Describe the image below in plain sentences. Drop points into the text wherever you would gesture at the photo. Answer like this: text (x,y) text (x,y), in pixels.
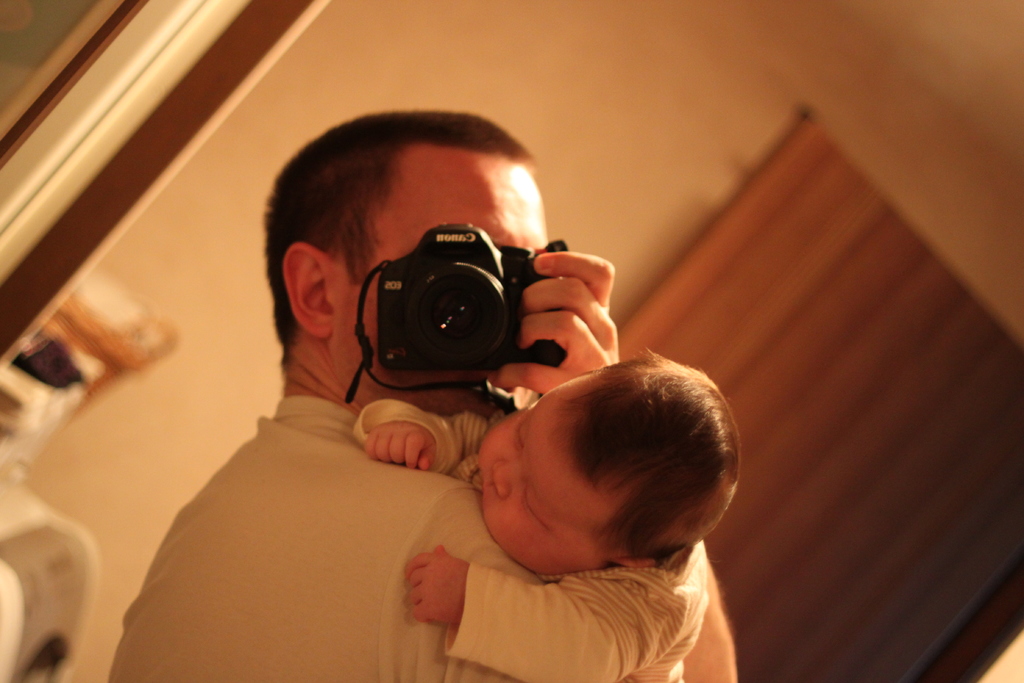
The person (345,463) is holding a baby (479,470) in one of his hands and holding a camera (450,335) in his another hand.
